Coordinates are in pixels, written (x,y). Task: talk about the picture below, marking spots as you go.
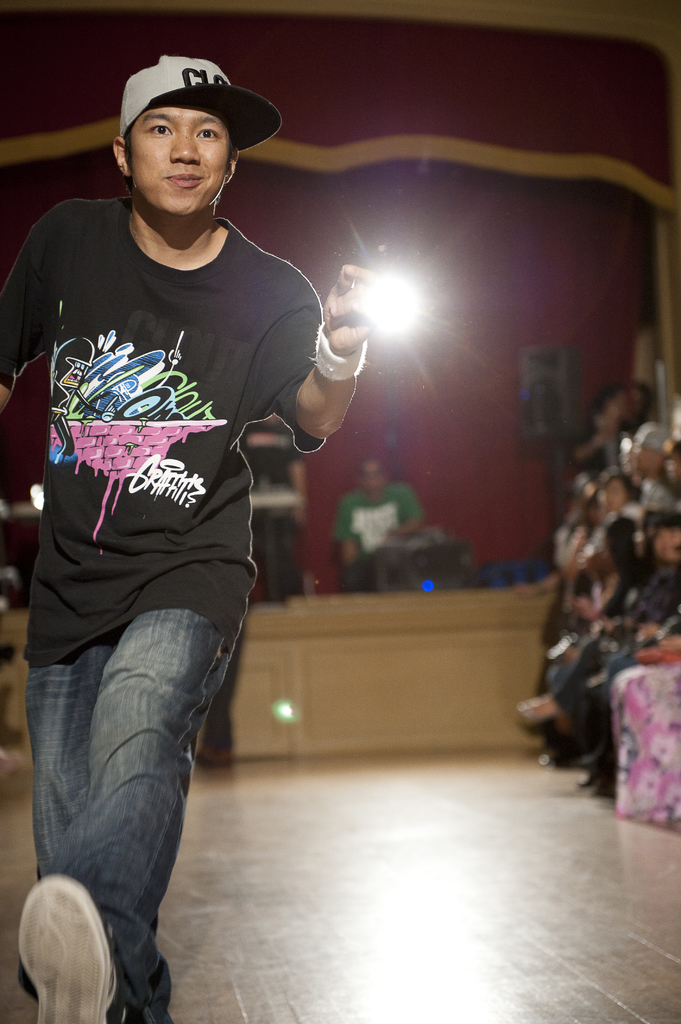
There is a boy (322,404), it seems like holding an object (385,283) in his hand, there are other people (375,514) and some objects (266,504) in the background (295,490).
